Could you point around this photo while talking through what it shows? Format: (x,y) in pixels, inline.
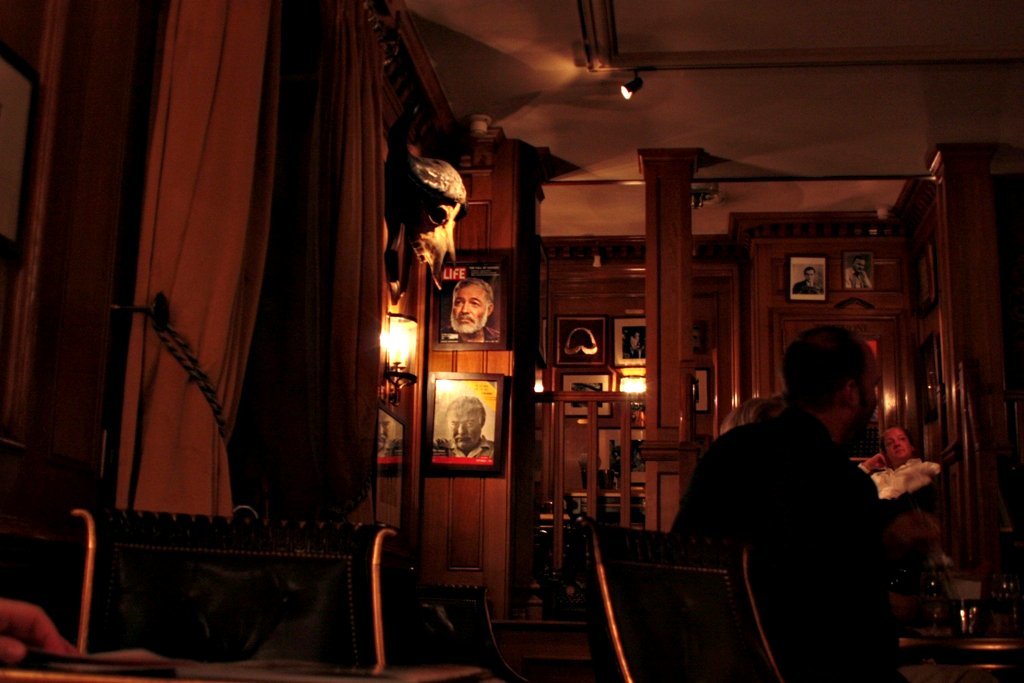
In this picture I can see photo frames (480,323) on the wall (510,366). I can see light arrangements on the roof (486,37). I can see sitting chairs (220,557). I can see people (723,526).
